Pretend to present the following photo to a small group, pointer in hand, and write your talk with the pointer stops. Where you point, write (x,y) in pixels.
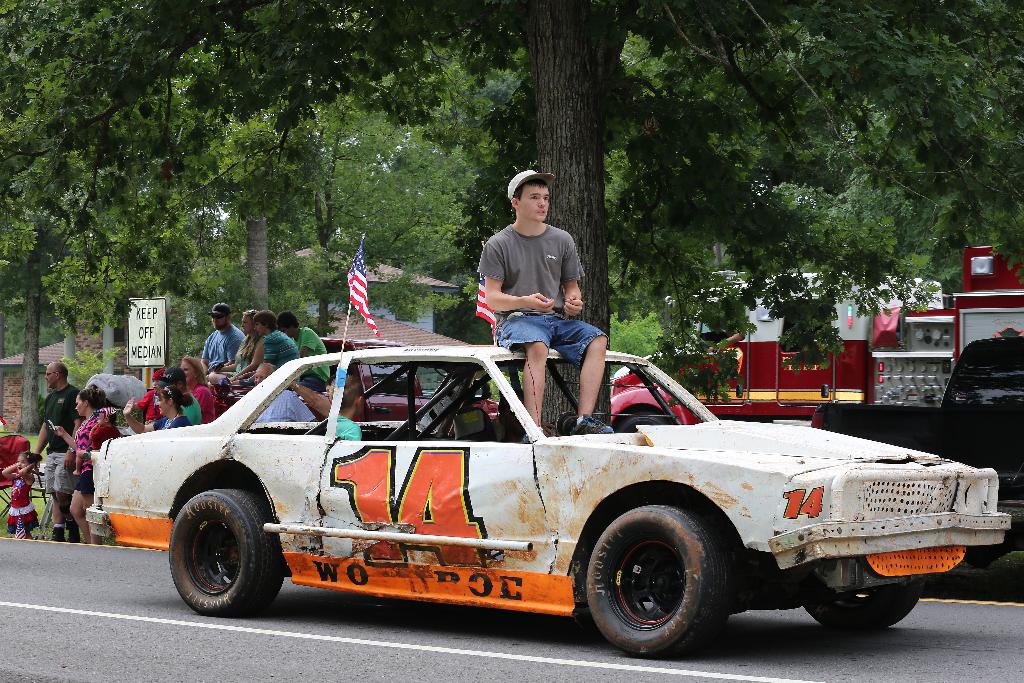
There is a man (543,369) sitting on the car (330,487) which is on the road (209,627). In the background (231,214) we can see trees (134,113), flags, vehicles (248,392), few people (293,321) and a name board (151,334).
